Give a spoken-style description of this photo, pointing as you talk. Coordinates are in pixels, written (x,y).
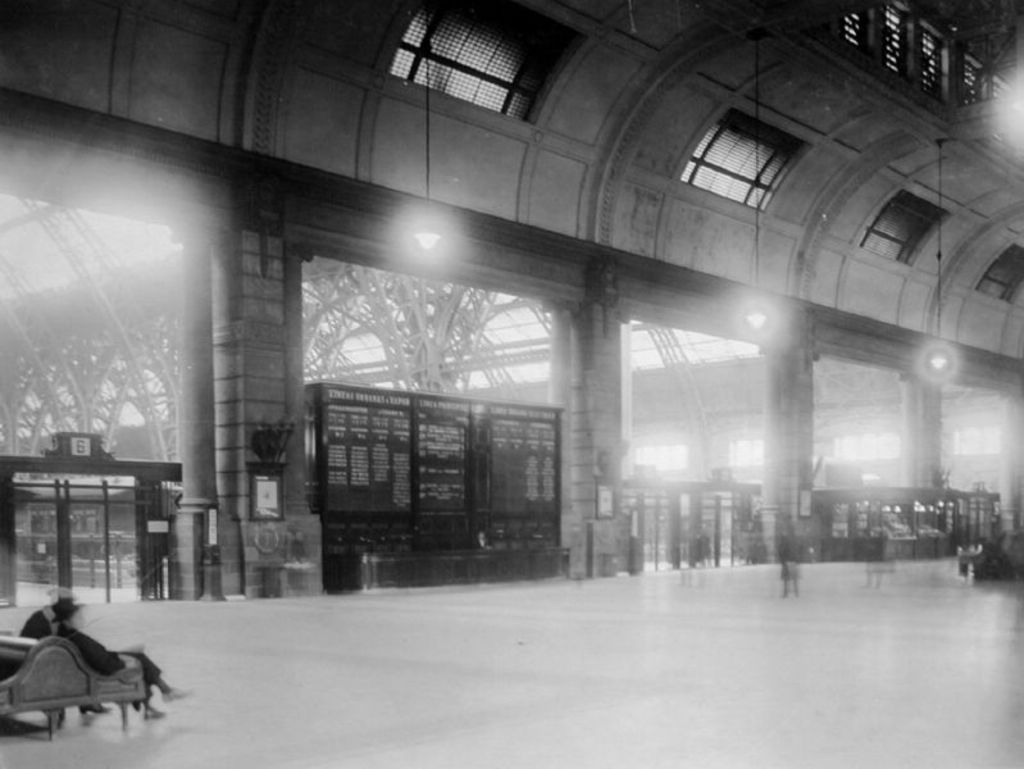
This image consists of a person (97,666) sitting on a bench (70,672). In the background (516,170), there is a wall (469,144) along with buildings (962,529). In the middle (464,504), there is a board (535,522). At the bottom (813,715), there is a floor (815,711).
